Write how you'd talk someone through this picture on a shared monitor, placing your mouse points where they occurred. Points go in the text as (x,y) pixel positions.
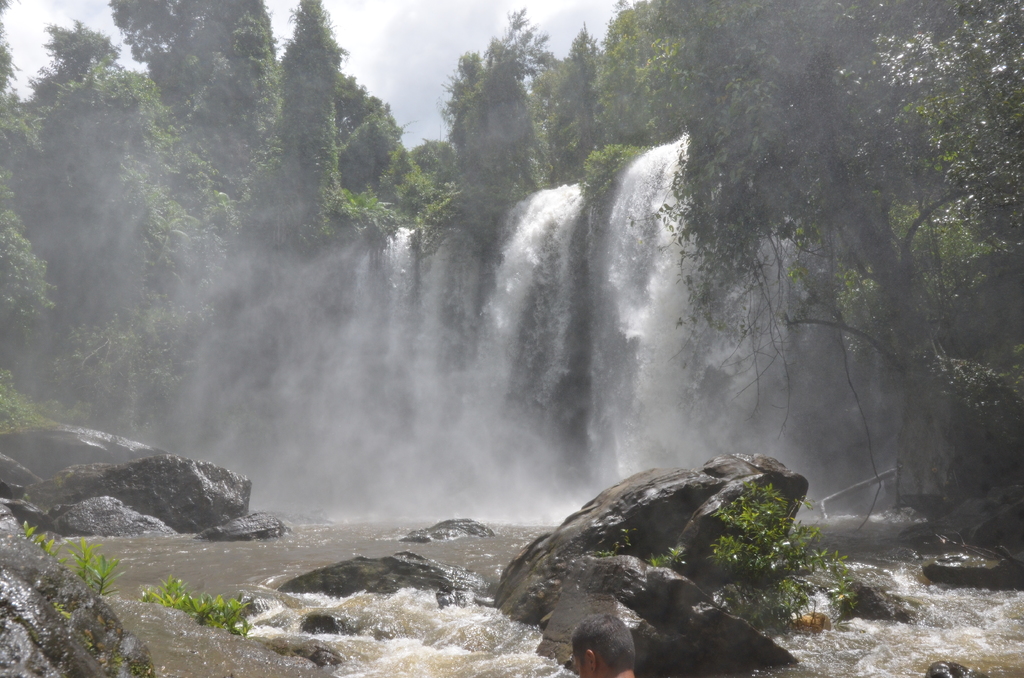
In this image we can see sky (424,91) with clouds (375,42), trees (667,120), creepers (731,122), waterfalls (424,368) and rocks (176,483).
